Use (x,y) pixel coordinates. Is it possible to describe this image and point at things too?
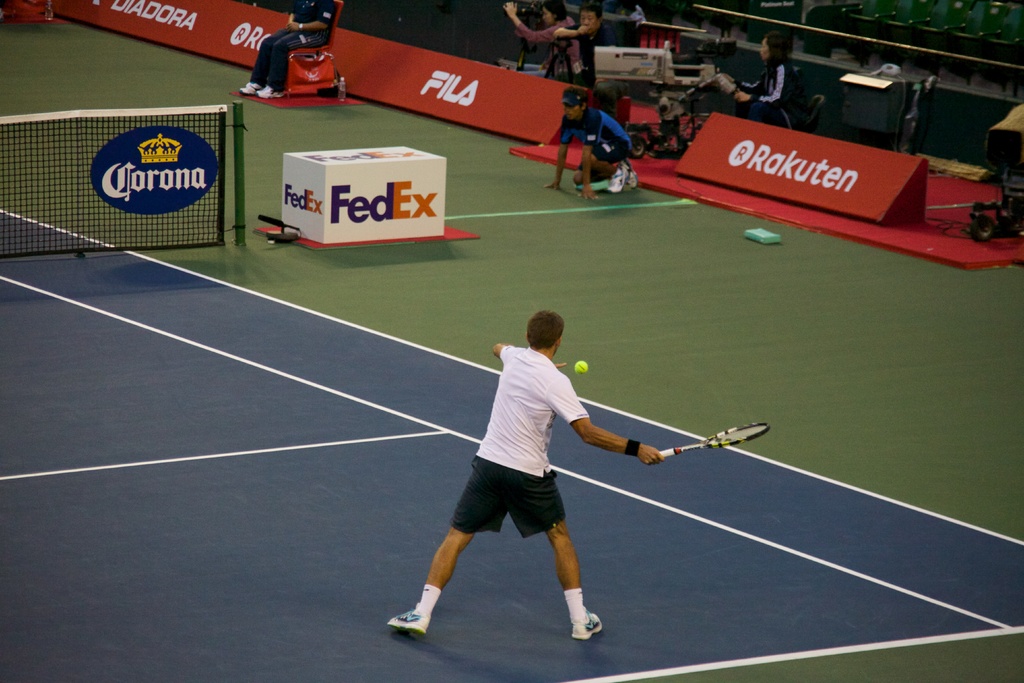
It is a stadium (328,541), the person (590,435) is wearing white color shirt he is playing tennis, there is a net (35,210) in front of them beside the net (225,124) there are few people (275,54) sitting and behind them there are cameramen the stadium (802,285) is of green and blue color.
